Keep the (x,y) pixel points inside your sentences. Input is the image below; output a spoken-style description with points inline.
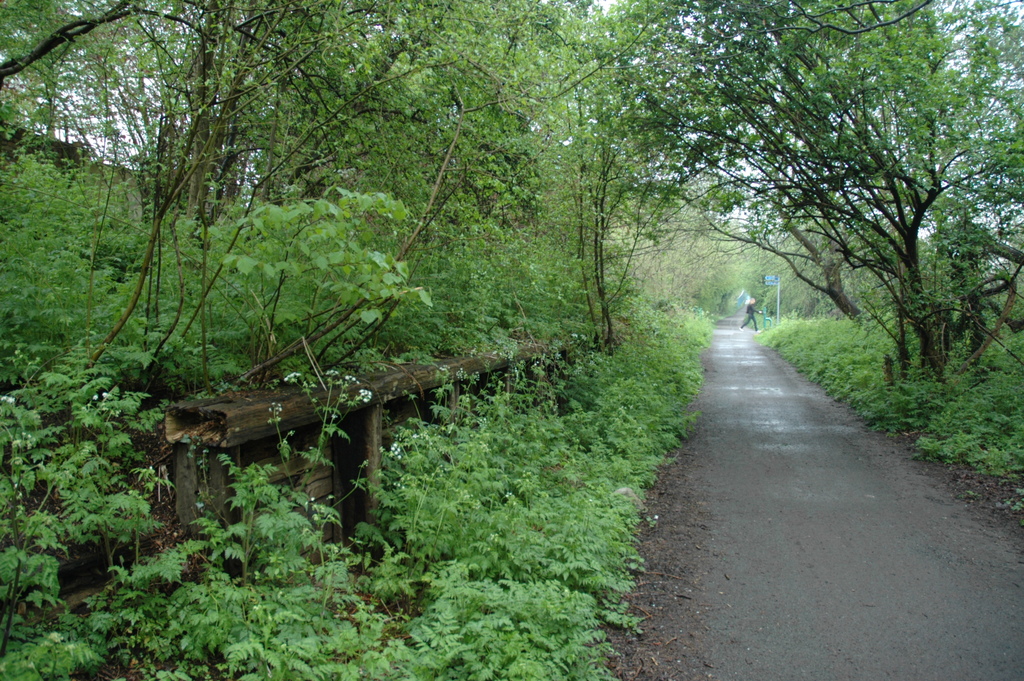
In this image there are trees (913,232), plants (586,353) and there is a person (749,319) walking.
